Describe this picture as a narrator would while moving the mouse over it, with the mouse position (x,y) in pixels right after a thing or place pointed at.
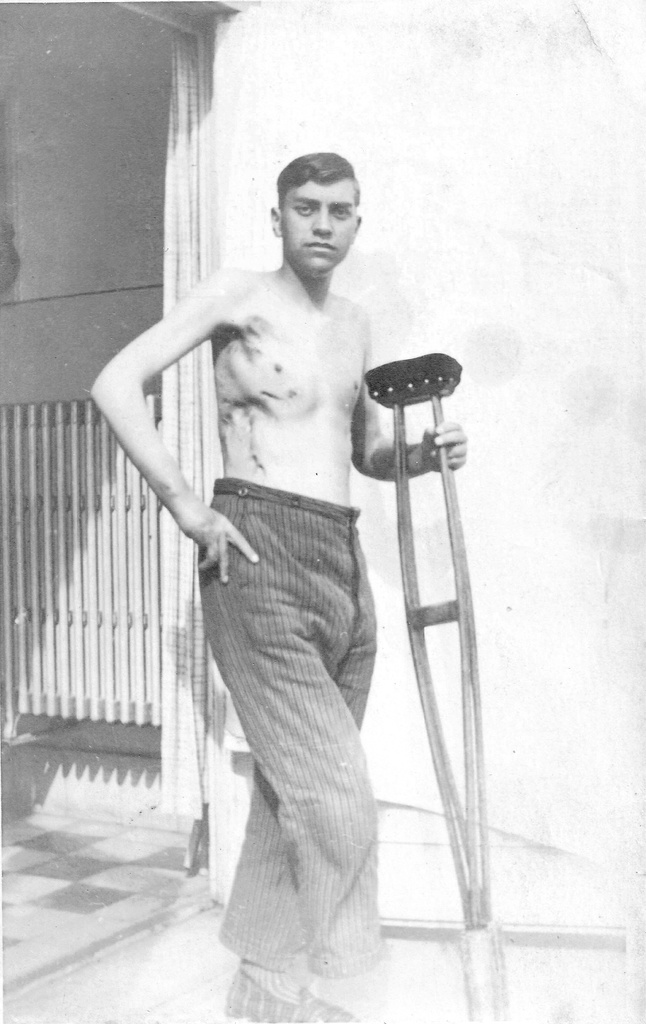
In this image in the center (275,552) there is one person (284,455) standing, and he is holding a stick (475,707). And in the background (497,331) there is a wall (562,773) and gate (89,695), at the bottom (198,934) there is floor (445,952).
